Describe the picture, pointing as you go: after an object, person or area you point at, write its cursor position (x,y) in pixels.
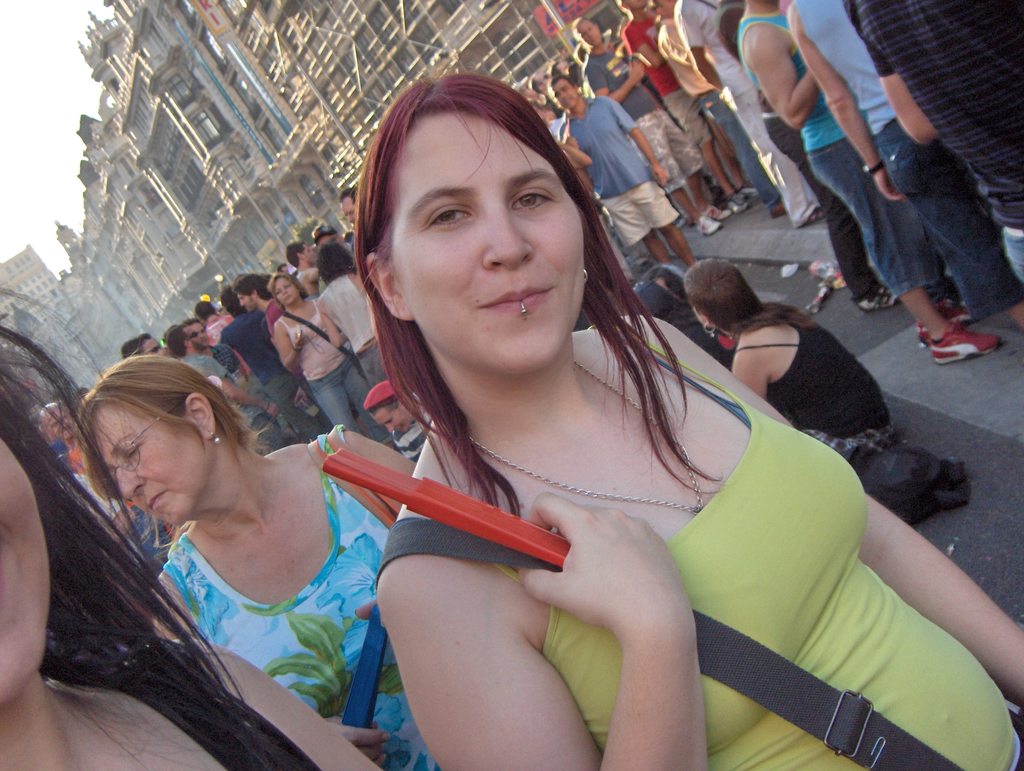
In the image there are many people (422,192) in the foreground (437,300) and behind them there are buildings (187,220).
